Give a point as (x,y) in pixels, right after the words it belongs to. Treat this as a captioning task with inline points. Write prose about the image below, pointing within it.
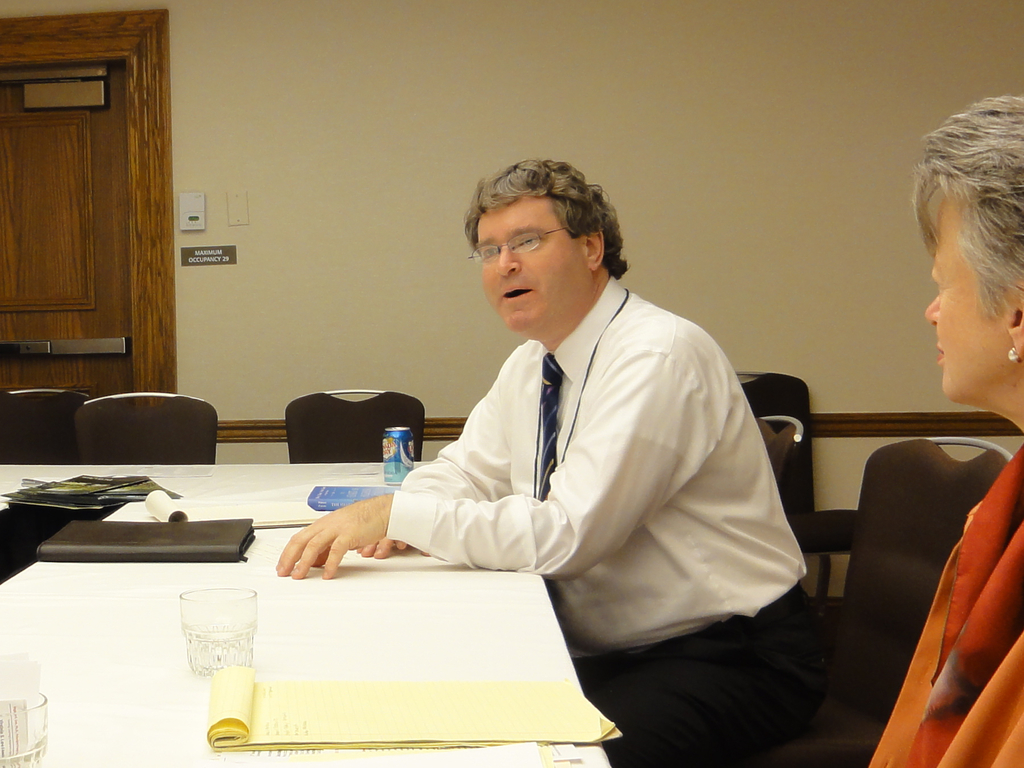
In this image, we can see two people (718,501). Here a man (557,338) is talking and wearing glasses (525,243). At the bottom (389,603), we can see a white desk (52,743). Few objects (222,532) are placed on it. Background (89,279) we can see few chairs (26,427), door (99,353), name board (193,261), wall (297,269).
